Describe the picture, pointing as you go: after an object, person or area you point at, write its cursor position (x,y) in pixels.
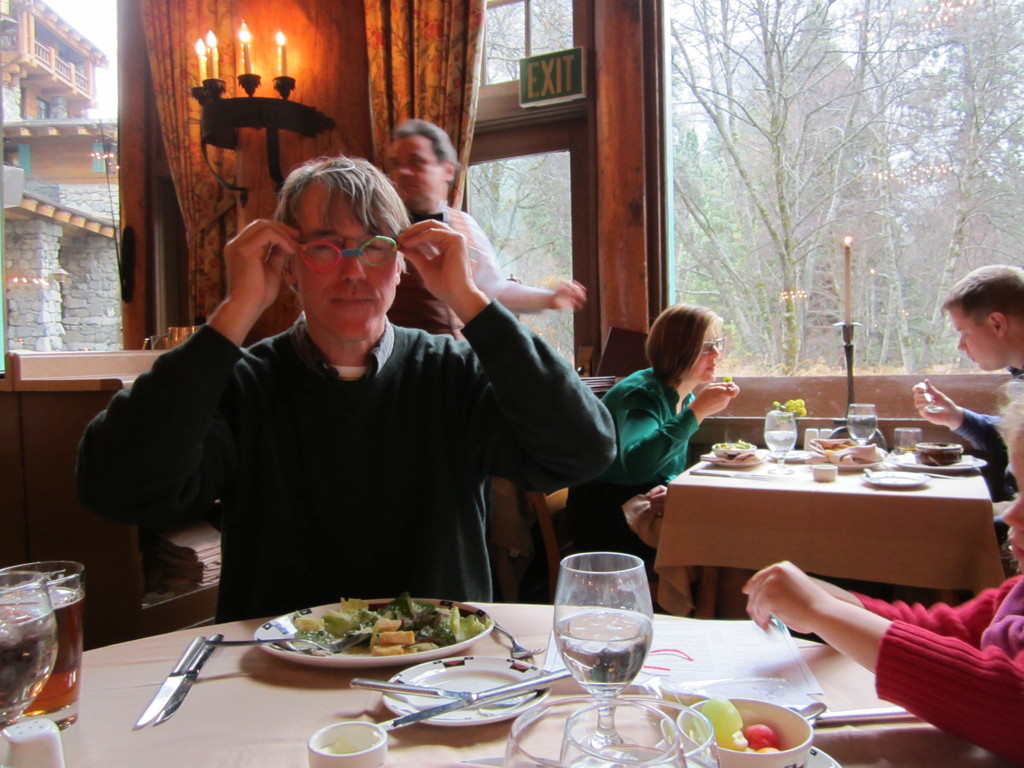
It seems to be the image is inside of a restaurant (910,554) and there are group of people (679,468) in the image. In middle (462,368) there is a man (391,260) holding his glasses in front of a table (331,673). On table (345,668) we can see a cloth (217,717), knife (191,684), plate (409,674), glasses (624,655) with some drink (68,683), fruits (752,729), in background (461,86) there are windows (820,115), candles (282,66), curtains (437,15), trees (783,80).
